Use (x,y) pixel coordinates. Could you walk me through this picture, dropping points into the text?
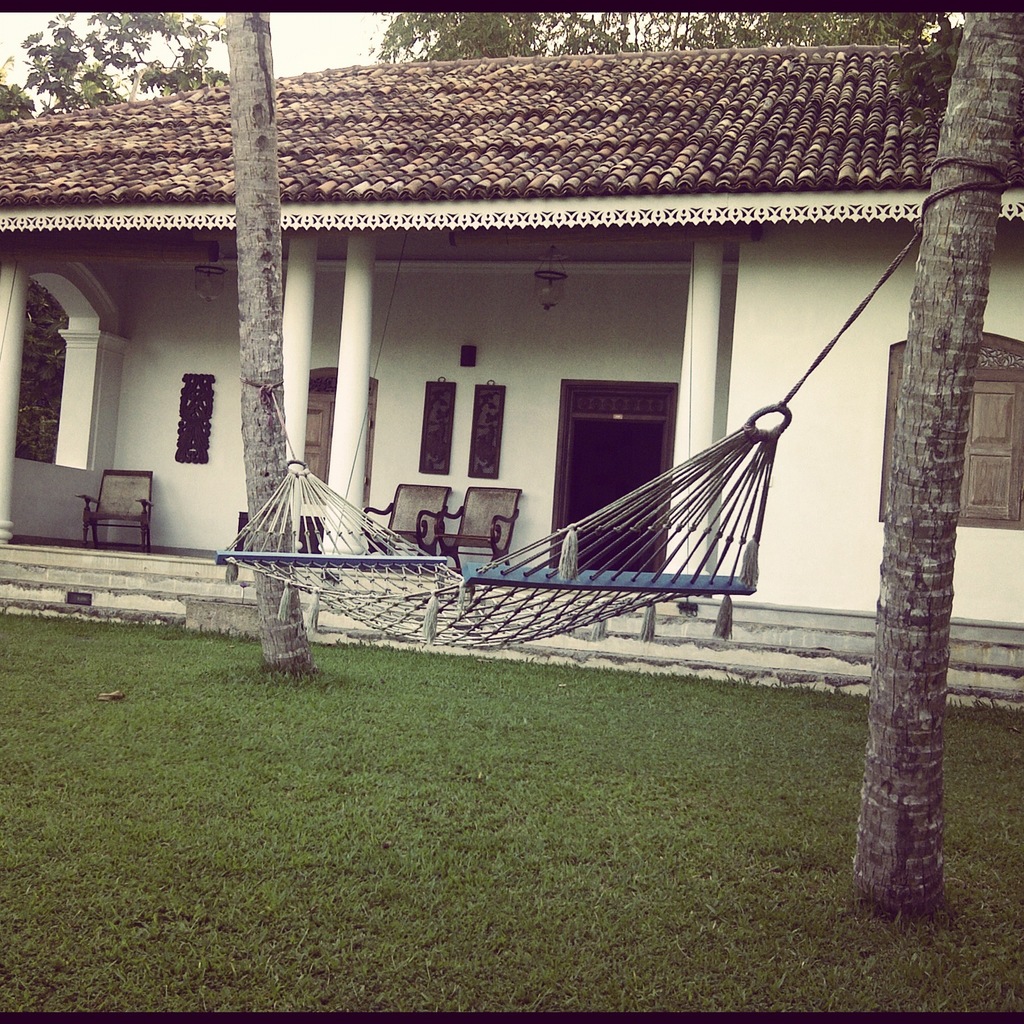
In this image there is a mesh swing (340,598), trees (911,522), houses (543,400), chairs (394,508), boards (489,472), grass (232,785), sky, pillars (362,415) and objects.
